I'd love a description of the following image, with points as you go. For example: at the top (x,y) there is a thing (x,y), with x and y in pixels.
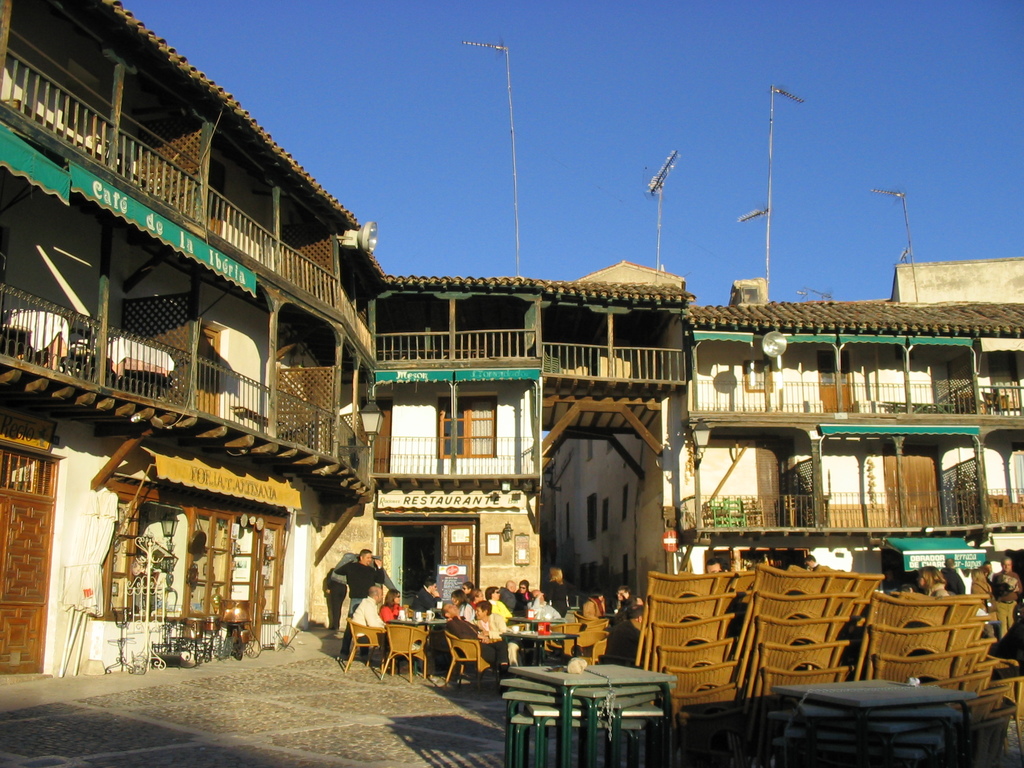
In this image I can see the building (394,352) with windows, railing (464,465) and boards (487,508). In-front of the building (262,471) I can see the group of people (488,653) sitting in-front of the table (431,627). I can see some objects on the table (513,634). These people (481,620) with different color dresses (504,616). To the right (722,677) I can see few more chairs (772,641) and tables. In the background (633,202) there are poles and the blue sky (632,145).
